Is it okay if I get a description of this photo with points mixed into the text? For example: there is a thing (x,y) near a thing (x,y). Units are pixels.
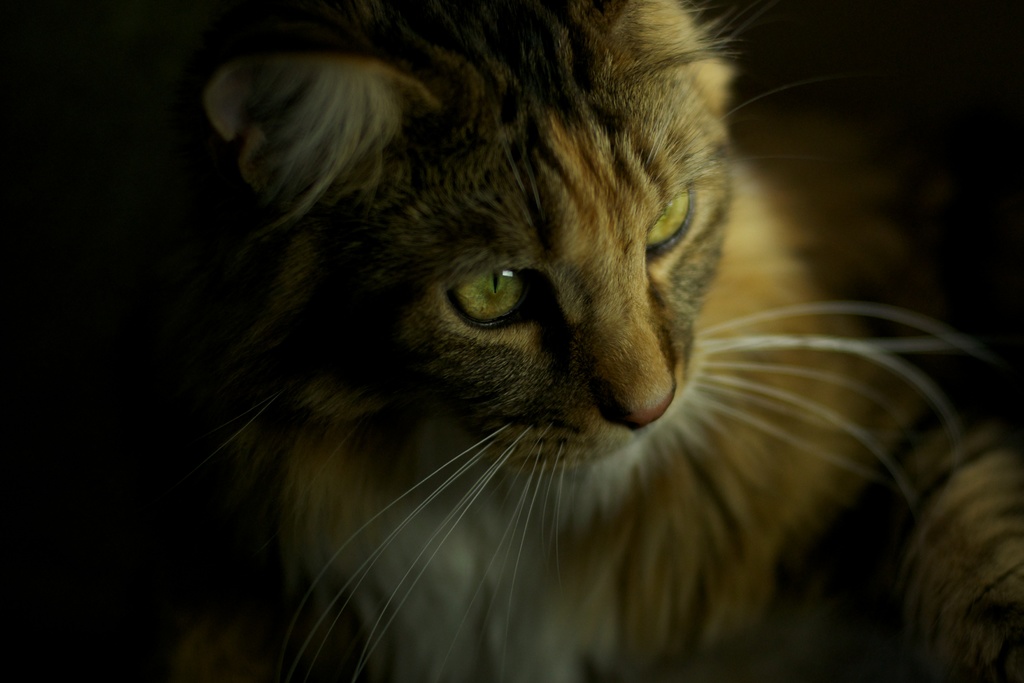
In this image there is a cat (732,354). At the back (42,438) there is a black background (4,420).
